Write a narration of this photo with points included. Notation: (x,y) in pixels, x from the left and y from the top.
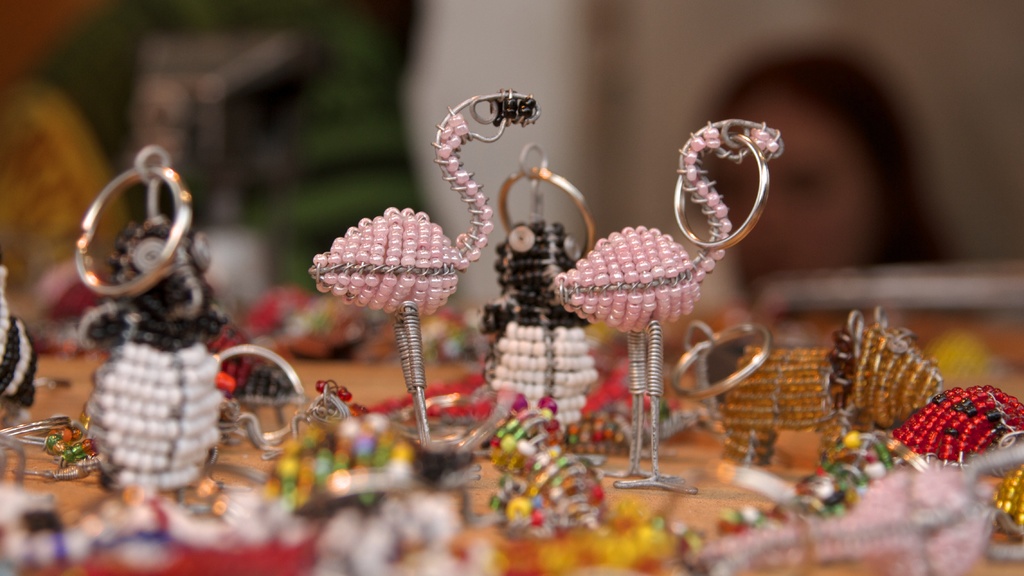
In the image we can see there are many toys (634,349) made up of steel (661,364) and pearl (686,302). We can even see a person (833,202), and the background (473,66) is blurred.
